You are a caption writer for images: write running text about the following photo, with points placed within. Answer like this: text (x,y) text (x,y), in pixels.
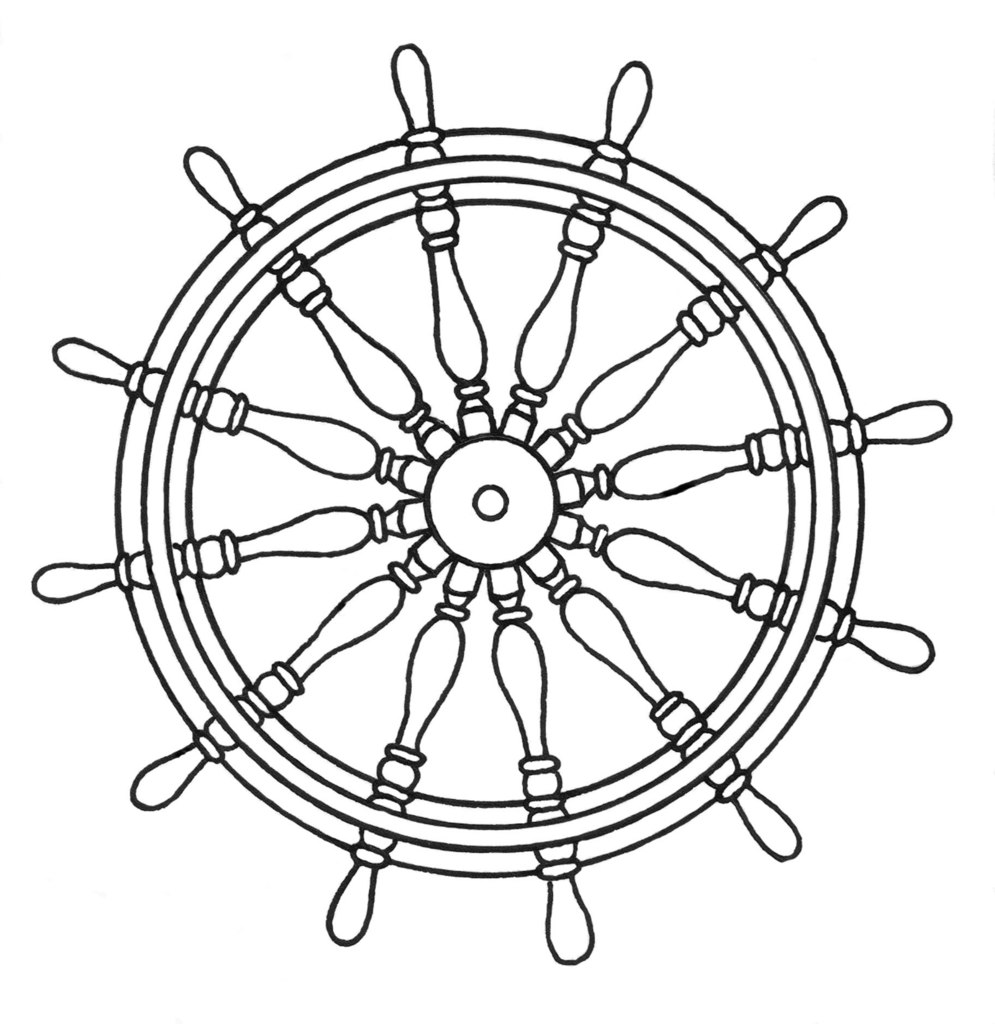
In this image I can see the sketch (520,534) of the boat steering wheel (589,476) which is black in color and the white colored background (295,67).
